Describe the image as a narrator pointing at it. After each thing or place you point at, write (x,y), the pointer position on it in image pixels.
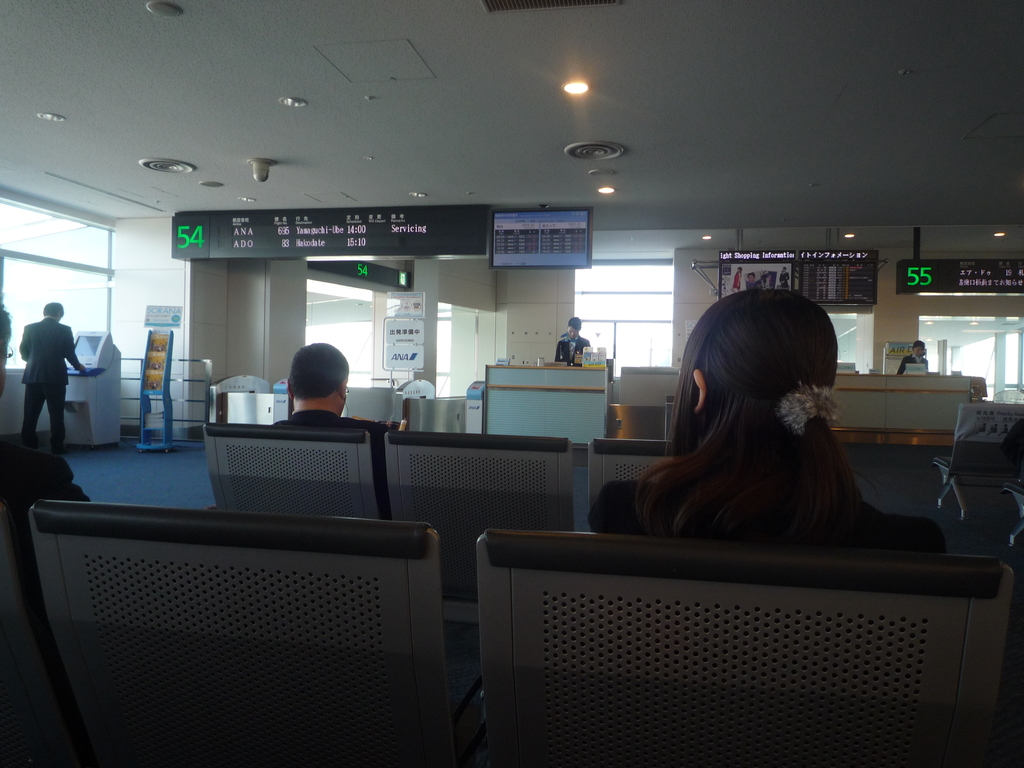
In this picture I can see there are some people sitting here in the chairs (434,579) and in the backdrop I can see there are some people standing here and there is a desk (840,378) and there is a screen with some names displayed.
